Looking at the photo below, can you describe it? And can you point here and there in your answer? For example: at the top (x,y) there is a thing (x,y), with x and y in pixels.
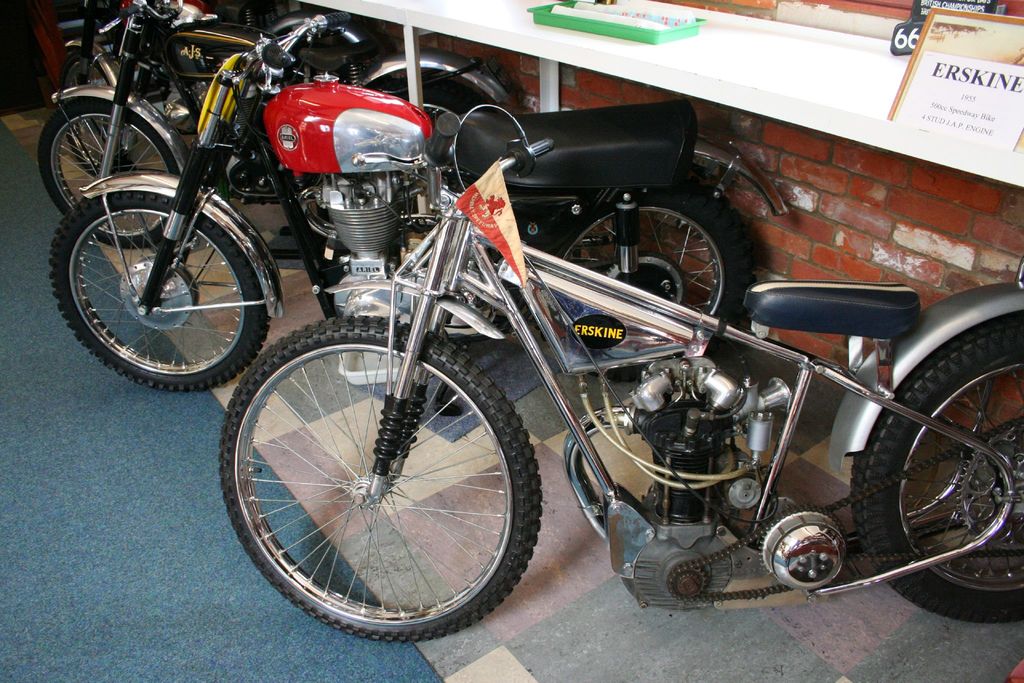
In this picture I can see few motorcycles (214,58) parked and I can see a paper (957,97) on the board (895,111) and a tray (539,17) on the table (761,47) and carpet (156,582) on the floor (23,146).
